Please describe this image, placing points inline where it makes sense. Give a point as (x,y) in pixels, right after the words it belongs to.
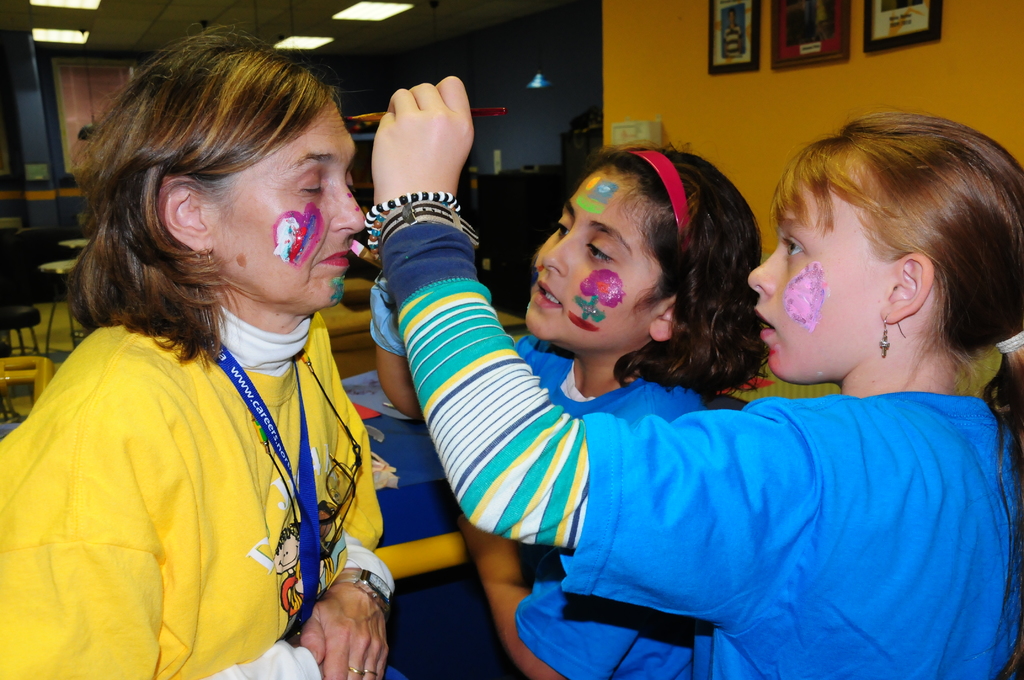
There are three persons (591,463) present at the bottom of this image (528,460). The persons (499,422) standing on the right side (729,469) are painting a face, and there is a wall (752,127) in the background (742,54), we can see there are some photo frames (742,39) attached to it. There are some tables (389,428) and chairs (18,323) are present behind to these persons (80,293). There are some lights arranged at the top of this image (313,40).
